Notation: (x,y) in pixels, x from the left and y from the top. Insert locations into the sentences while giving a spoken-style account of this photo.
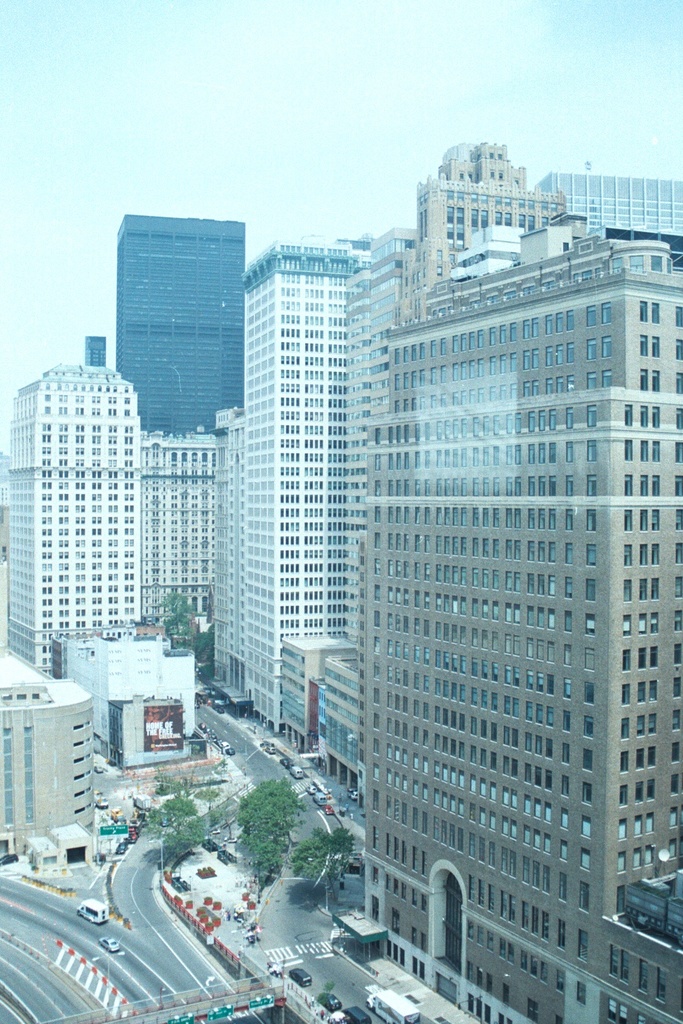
In the center of the image (392,440) there are buildings (360,792). There is road (187,983). At the bottom of the image (308,980) there are cars (363,1013). There are trees (275,847).
